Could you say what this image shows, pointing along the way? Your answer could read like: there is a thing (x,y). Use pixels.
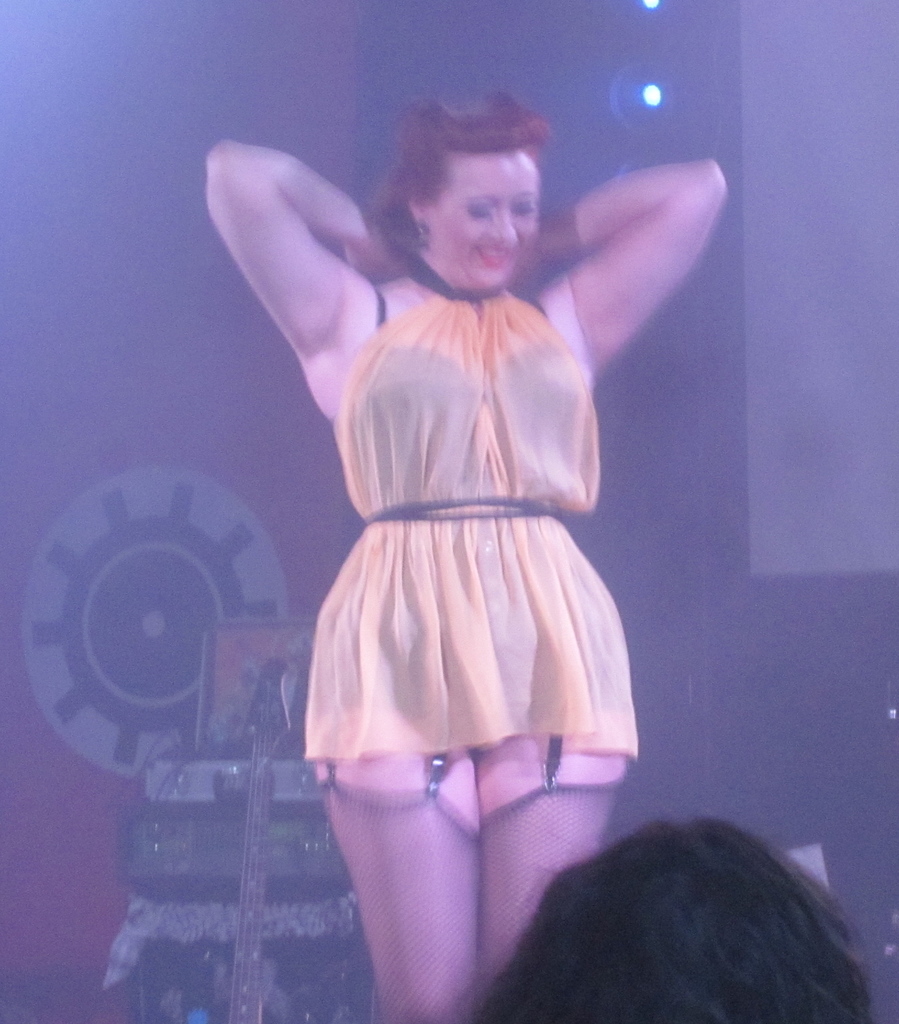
In this image in the front (696,983) there is an object (664,944) which is black in colour. In the center (474,519) there is a woman (458,480) standing and smiling. In the background (738,222) there lights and there is a wall (114,398) and there are objects (278,703) which are green, white and grey in colour. On the right side (818,360) there is an object (803,262) which is white in colour.
